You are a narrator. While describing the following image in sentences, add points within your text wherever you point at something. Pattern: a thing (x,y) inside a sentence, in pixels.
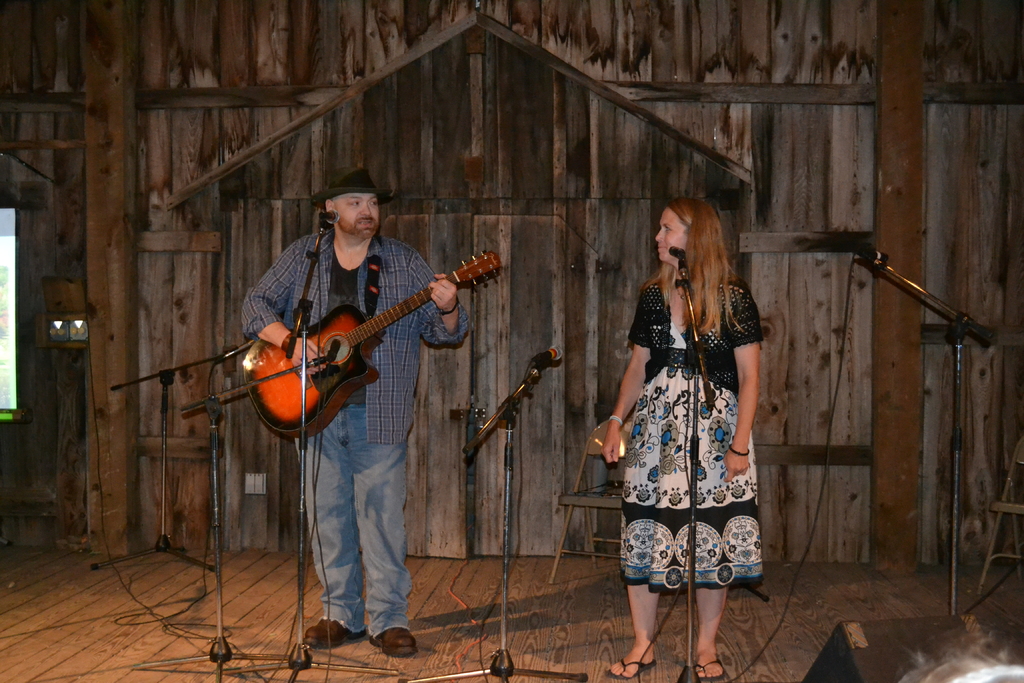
In the left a man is standing and playing the guitar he wears a hat (375,197) on the right (697,650) a woman (712,641) is standing she wears a white and black color dress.
